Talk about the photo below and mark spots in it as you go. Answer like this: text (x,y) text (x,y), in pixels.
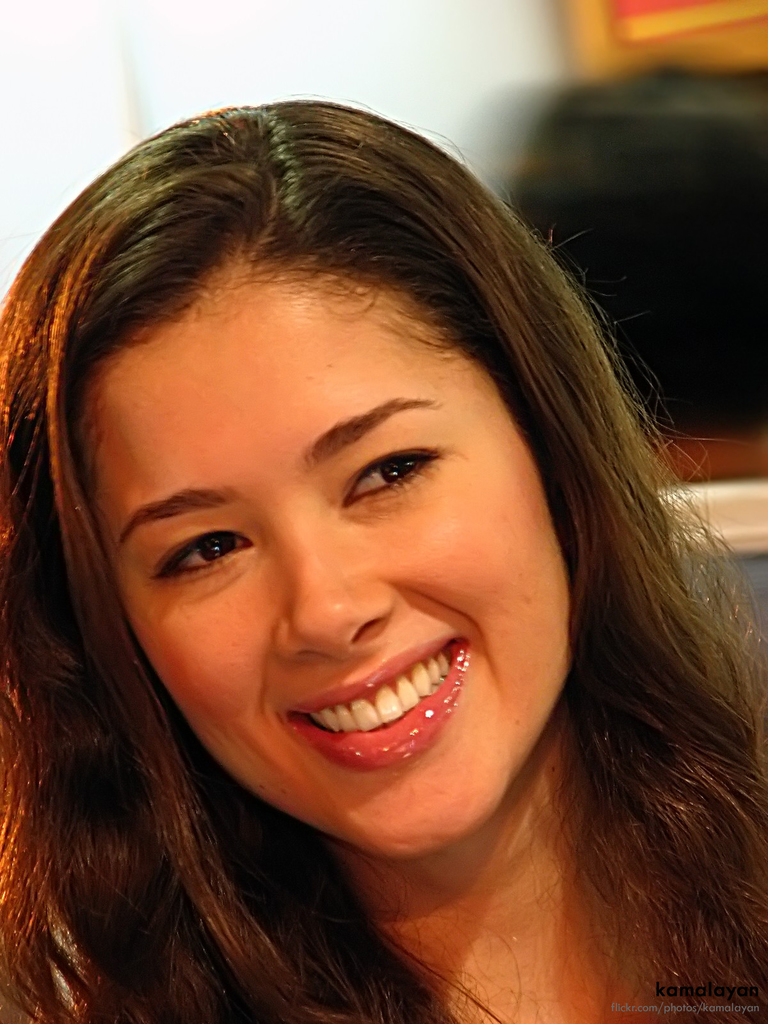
In this image in the foreground (275,601) there is one woman (272,526) who is smiling, and in the background (585,93) there are some objects (631,328).
